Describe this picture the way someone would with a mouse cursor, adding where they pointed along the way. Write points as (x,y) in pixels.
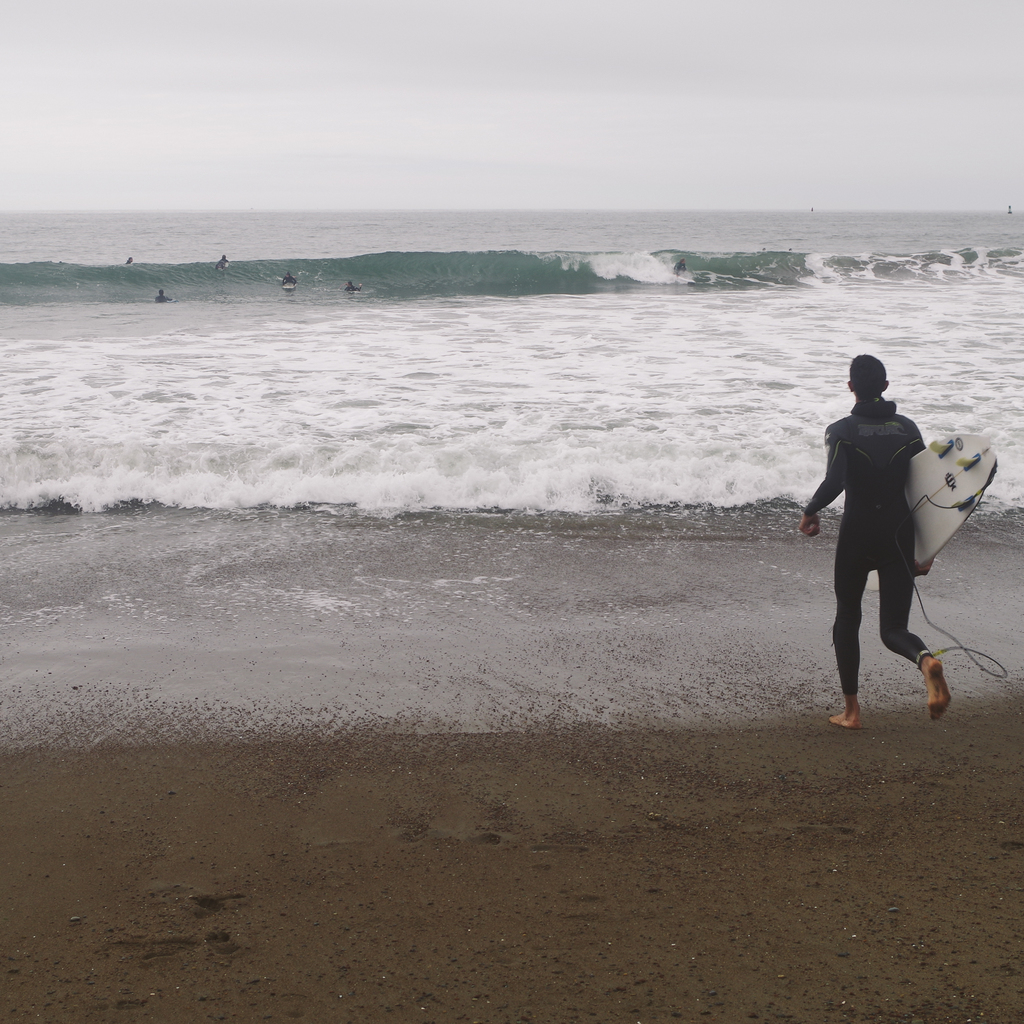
In this picture we can see a woman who is holding a surfing board (921,480) with her hand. And this is sea (752,392).
